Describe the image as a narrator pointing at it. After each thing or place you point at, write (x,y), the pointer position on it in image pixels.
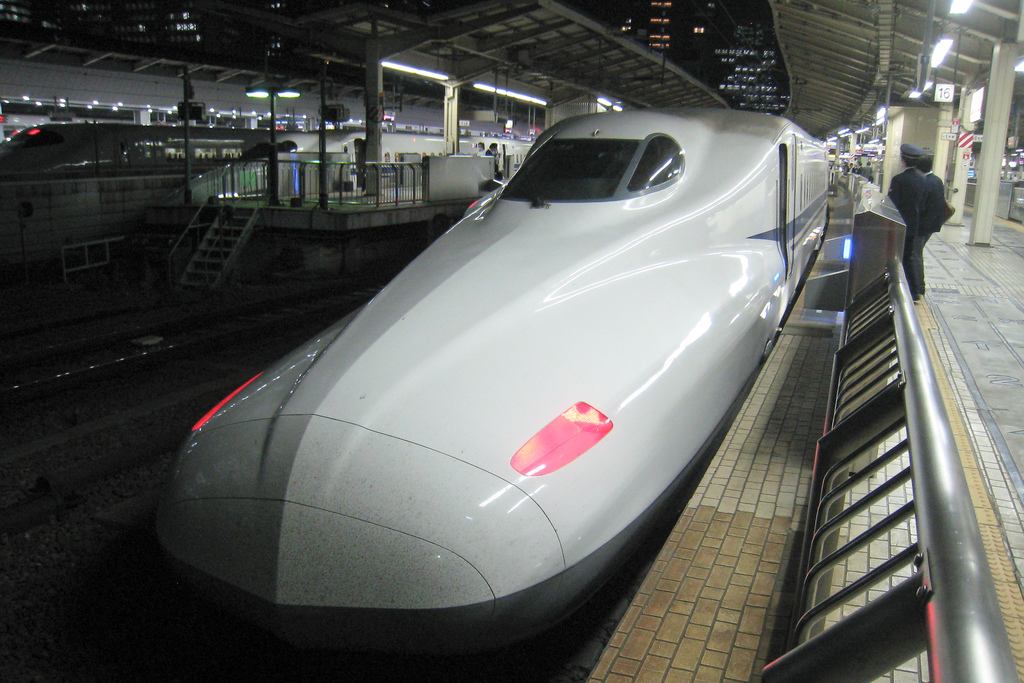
In this image we can see trains (466,423), lights (281,94) people (918,191), pillars (956,216), boards (941,90), light pole (270,110), steps (192,264), railings (260,188), platform (979,271) and roof (811,67).
